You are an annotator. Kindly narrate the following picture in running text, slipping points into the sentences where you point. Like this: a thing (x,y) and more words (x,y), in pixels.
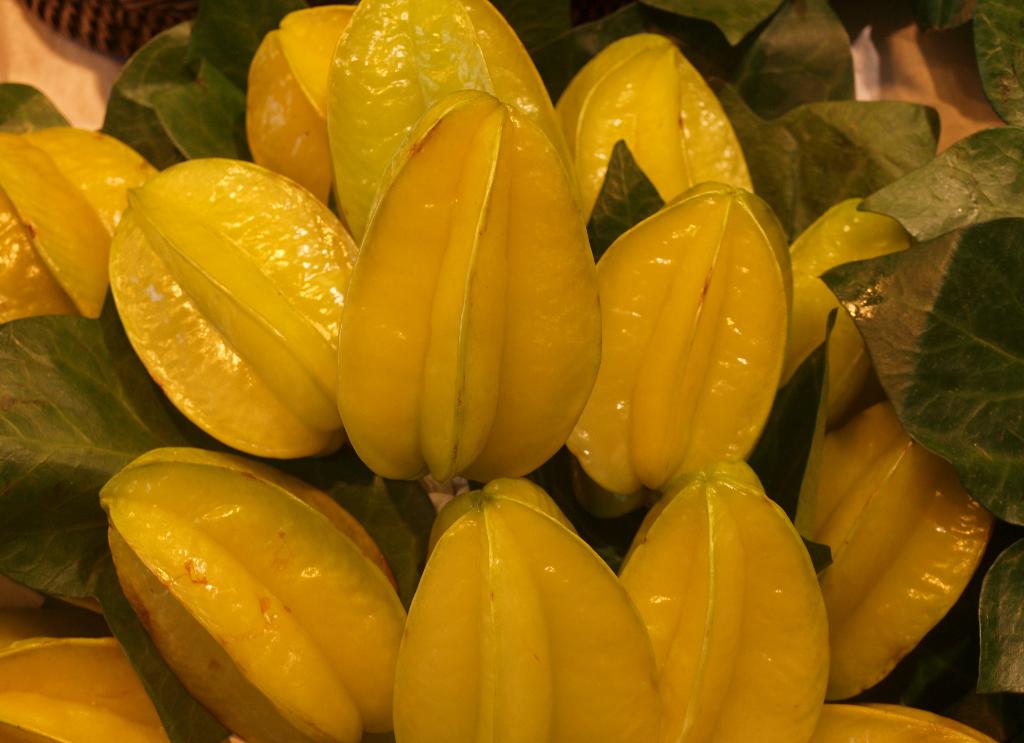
It is a close picture of star fruits (369,586) with leaves (84,434).
